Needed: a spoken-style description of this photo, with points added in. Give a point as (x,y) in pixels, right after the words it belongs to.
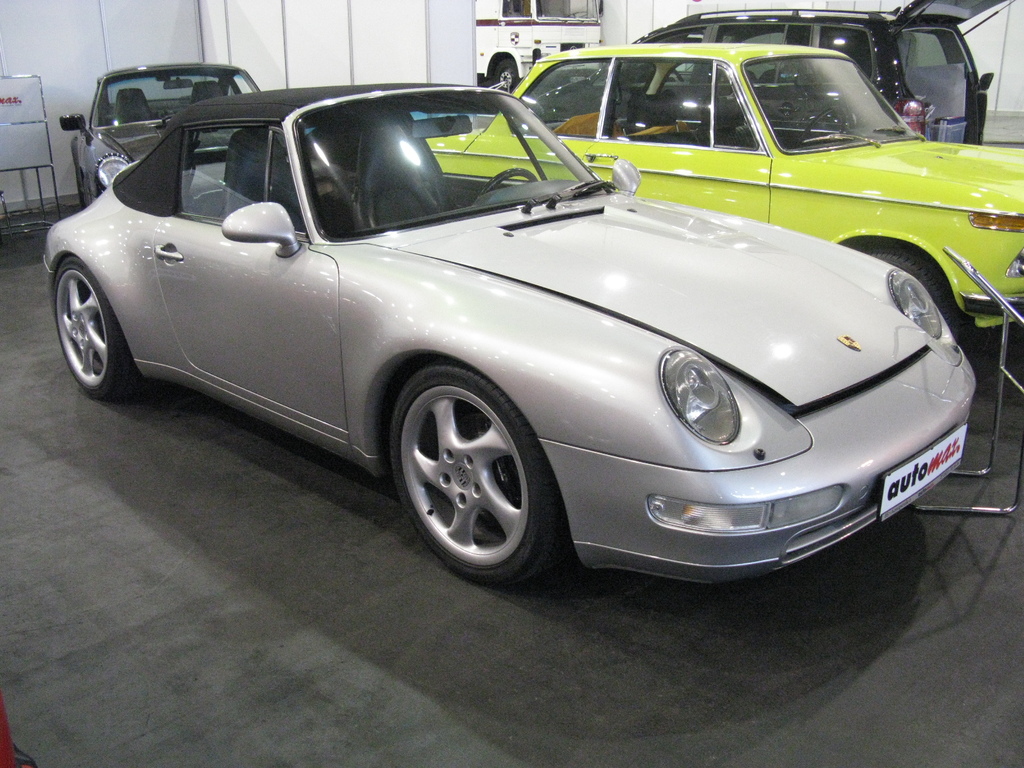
In this image there are vehicles (664,301), there is an object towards the right of the image (968,272), there is a board (21,143) towards the left of the image (25,164), there is text (14,100) on the board (7,118), there is the wall (469,28) towards the top of the image (326,30), there is an object (1,738) towards the bottom of the image (16,748).
